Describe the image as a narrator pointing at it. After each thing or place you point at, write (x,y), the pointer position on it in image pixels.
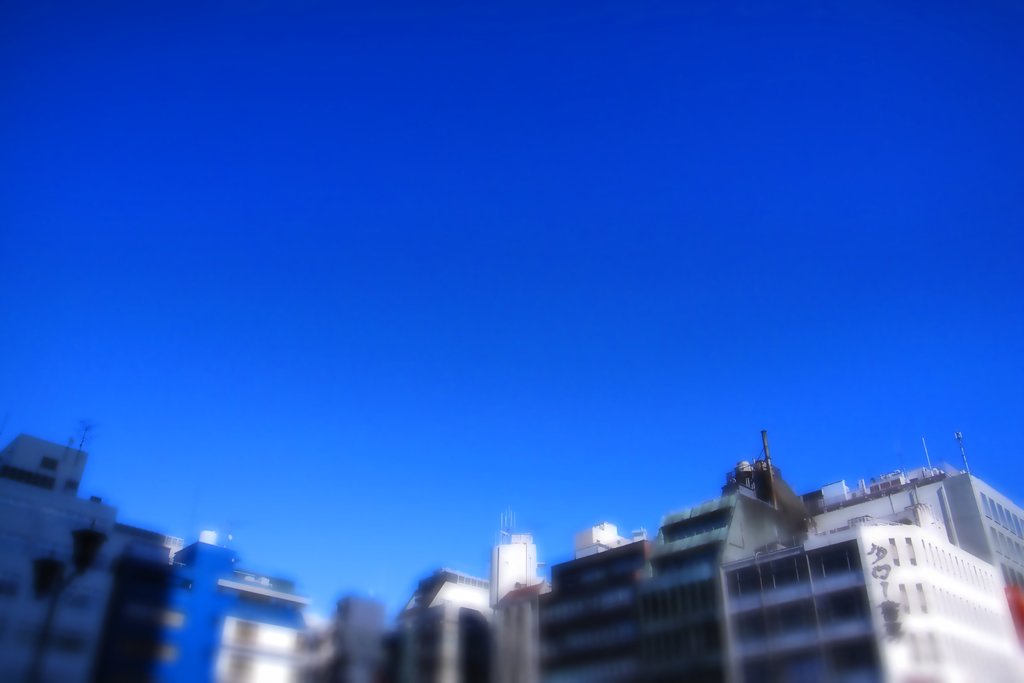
This image consists of many buildings (446,636). At the top (471,223), there is the sky (538,308) in blue color. And the image is blurred.
